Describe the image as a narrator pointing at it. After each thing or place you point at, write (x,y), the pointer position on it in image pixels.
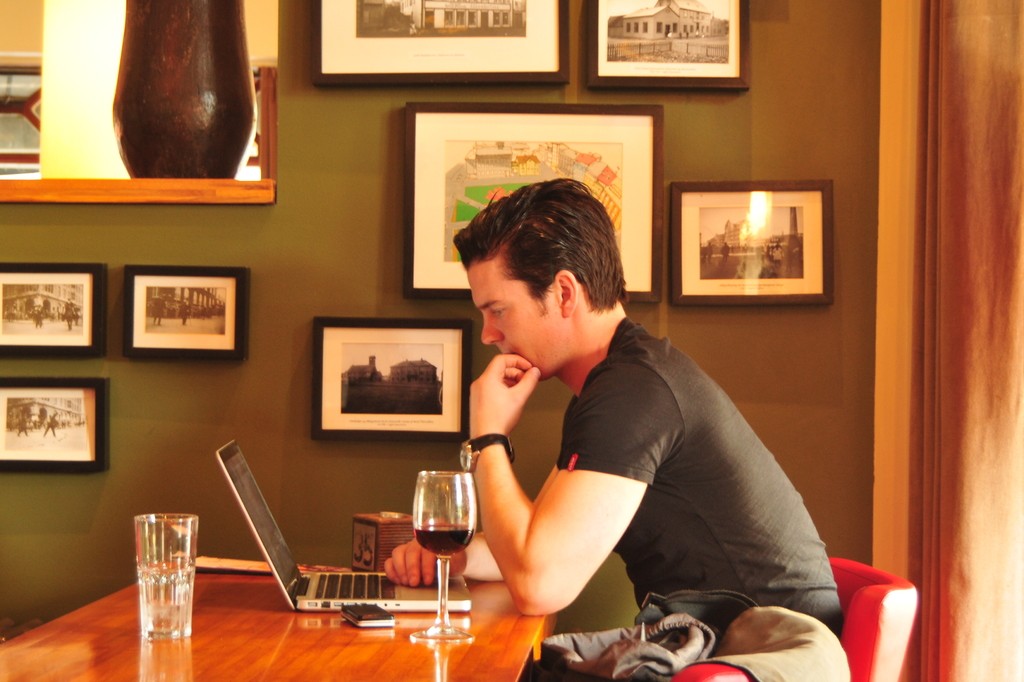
The picture consists one person (652,469) sitting on the chair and in front of him there is a table (392,651) on which one laptop (391,597), mobile (364,627) and glasses (424,531) are present, beside him there is a wall (282,507) present and number of photos (36,278) are placed on the wall (792,439) and behind him there is a curtain (995,660).
